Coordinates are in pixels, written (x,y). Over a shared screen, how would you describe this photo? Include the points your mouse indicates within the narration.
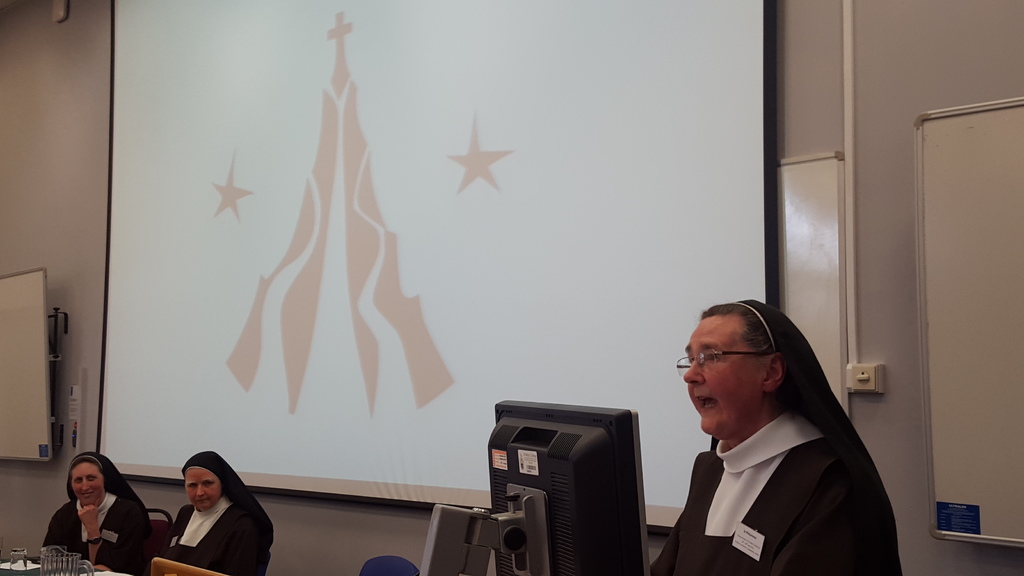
This is an inside view of a room (718,337). On the right side (716,442) there is a woman (754,425) facing towards the left side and speaking. In front of her there is a monitor (579,525). In the bottom left (219,532) there are two women (175,520) sitting on the chairs (160,523) and looking at this woman (723,488). In front of these people (65,541) there is a table (32,562) on Which a glass (19,557), papers (105,572) and some other objects (58,559) are placed. In the background (447,289) a screen (310,268) and few boards (969,258) are attached to the wall (923,73).
